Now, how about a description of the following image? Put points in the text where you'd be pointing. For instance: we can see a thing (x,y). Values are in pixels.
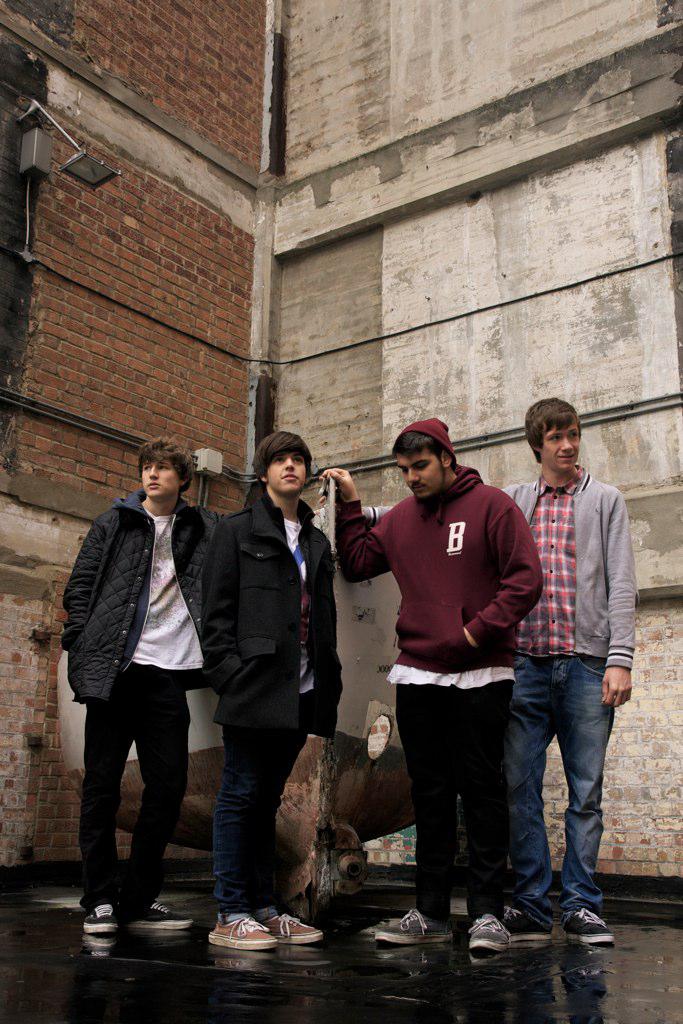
In this image there are four persons (232,869) standing, and at the background (232,337) there is building (184,167), light (77,146) and an object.
